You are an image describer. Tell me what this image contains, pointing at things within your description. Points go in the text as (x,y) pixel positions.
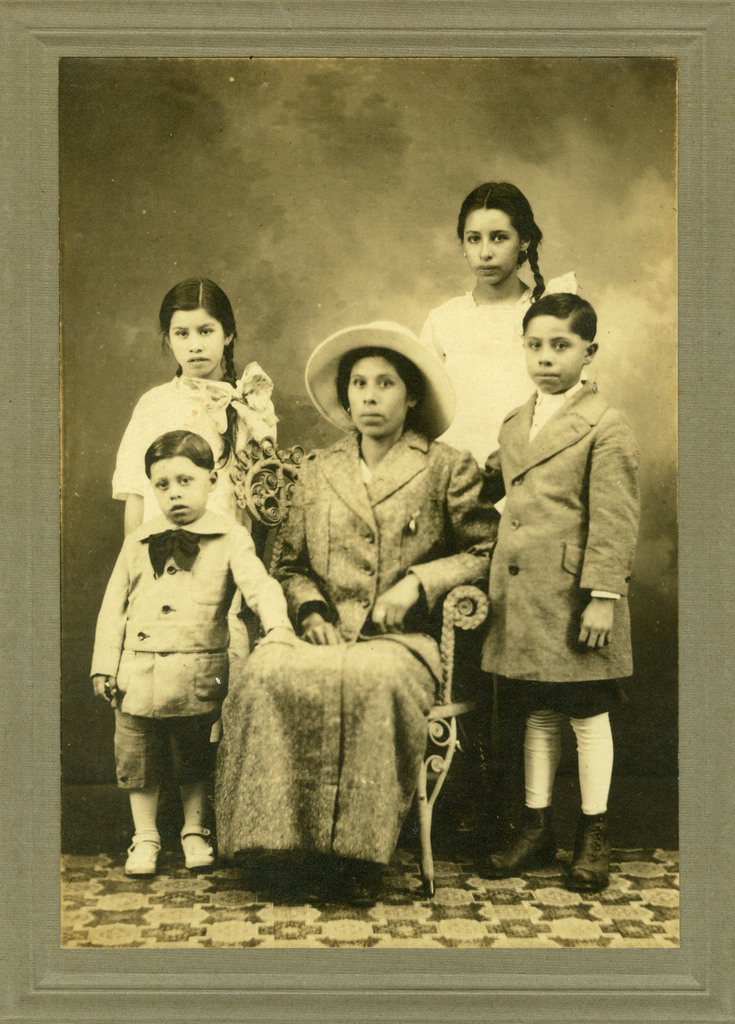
In this picture I can see there is a woman (395,648) sitting on the chair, she is wearing a dress (309,501) and there are four kids (136,469) standing here. Among them two boys (215,619) are wearing shirts (560,636) and the two girls (235,386) are wearing dresses (505,342). There is a carpet (401,869) on the floor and the picture is of black and white and there is a frame (719,65) around the picture.
